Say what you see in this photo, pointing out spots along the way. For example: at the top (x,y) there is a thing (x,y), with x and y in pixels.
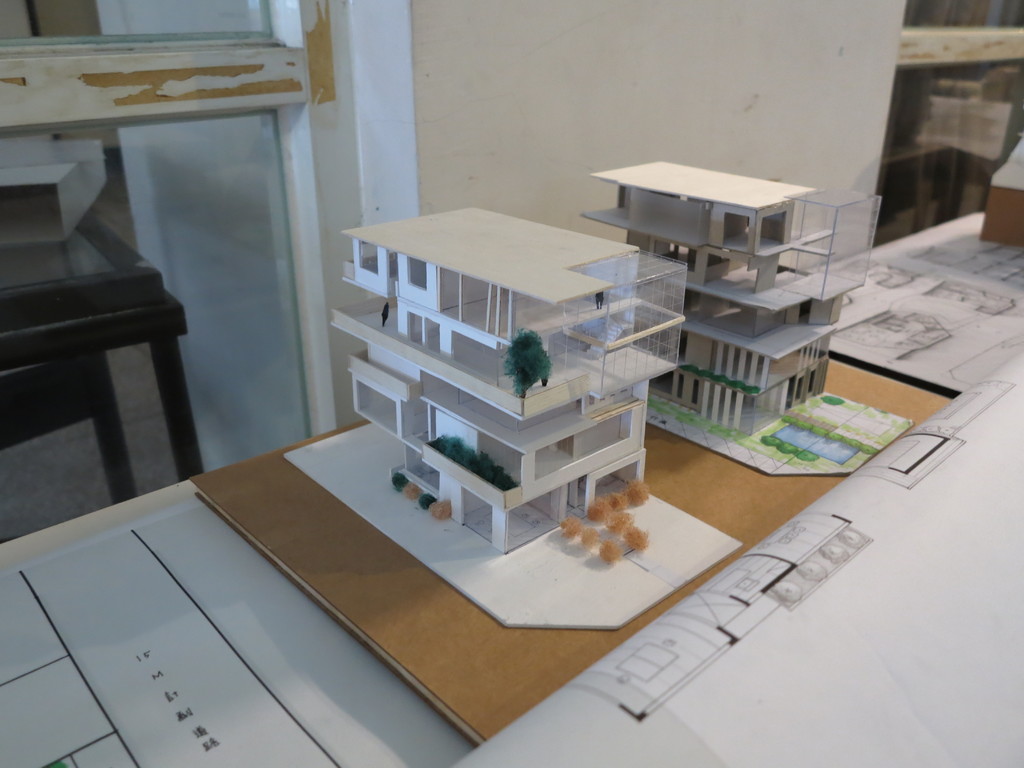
In front of the image there are two miniature buildings (635,375) and some charts (128,626) on a table (721,459), behind that there is a wall (477,190) with glass windows (90,180), through the wall (358,63) we can see there are some objects (43,204) on the tables (53,386).
